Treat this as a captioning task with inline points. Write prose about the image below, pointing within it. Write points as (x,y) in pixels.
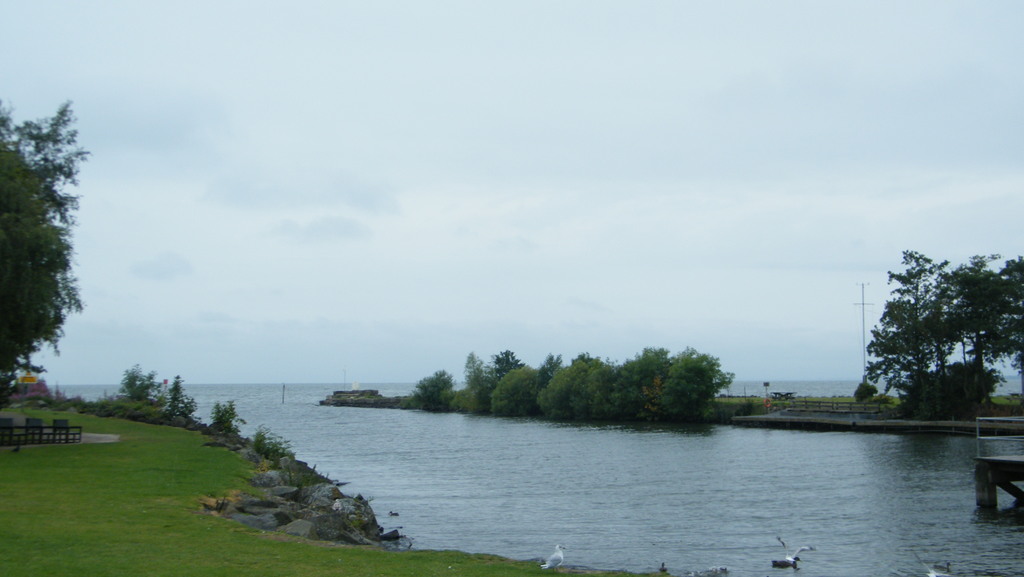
In this image, we can see the sea (514,461), few plants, trees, grass (35,495), stones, rods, wooden objects (1023,461). Here we can see few birds (660,569). Background (278,185) there is a sky (479,194).
